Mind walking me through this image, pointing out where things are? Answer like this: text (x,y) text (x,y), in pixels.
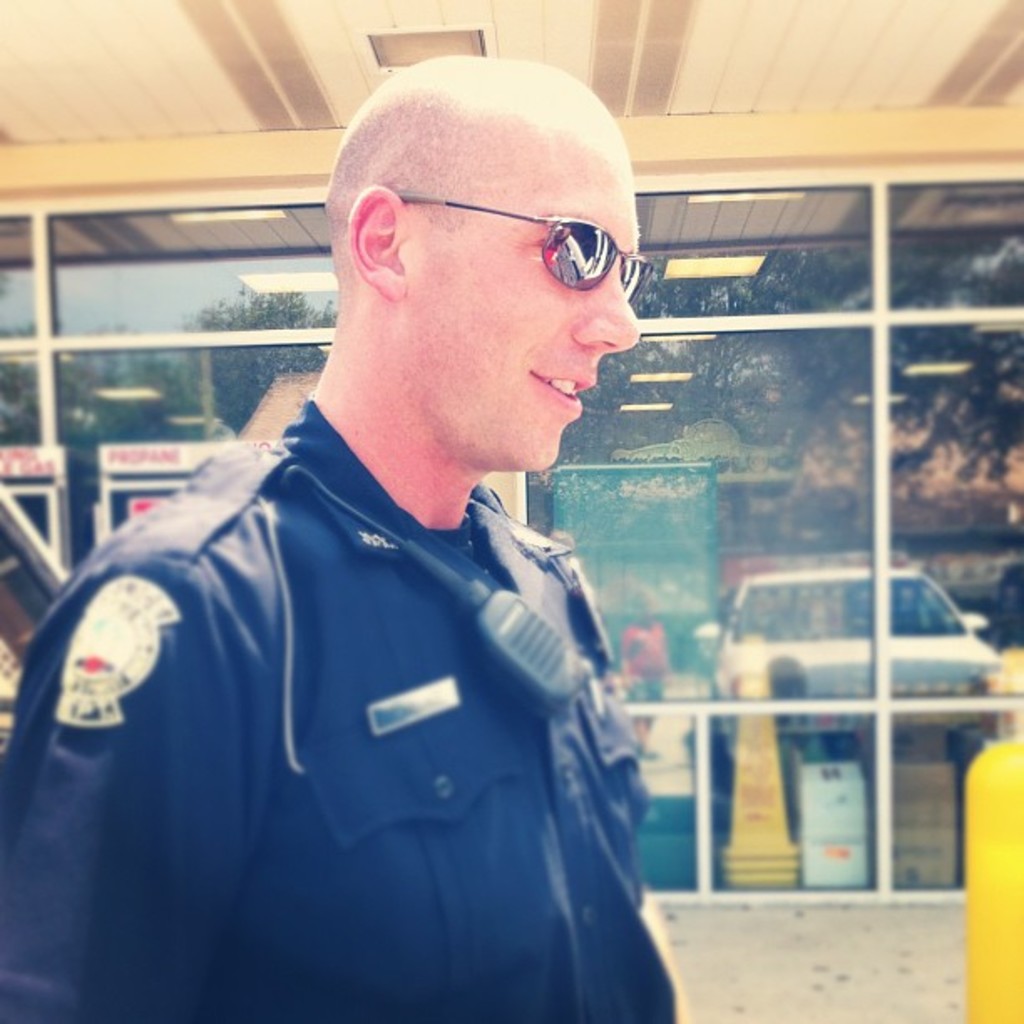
In this image there is a person (443,298) wearing goggles (586,250). Behind him there is a glass wall (716,537) having the reflection (801,611) of a vehicle (822,680), person (636,646), few trees (749,399) and building (818,527).
